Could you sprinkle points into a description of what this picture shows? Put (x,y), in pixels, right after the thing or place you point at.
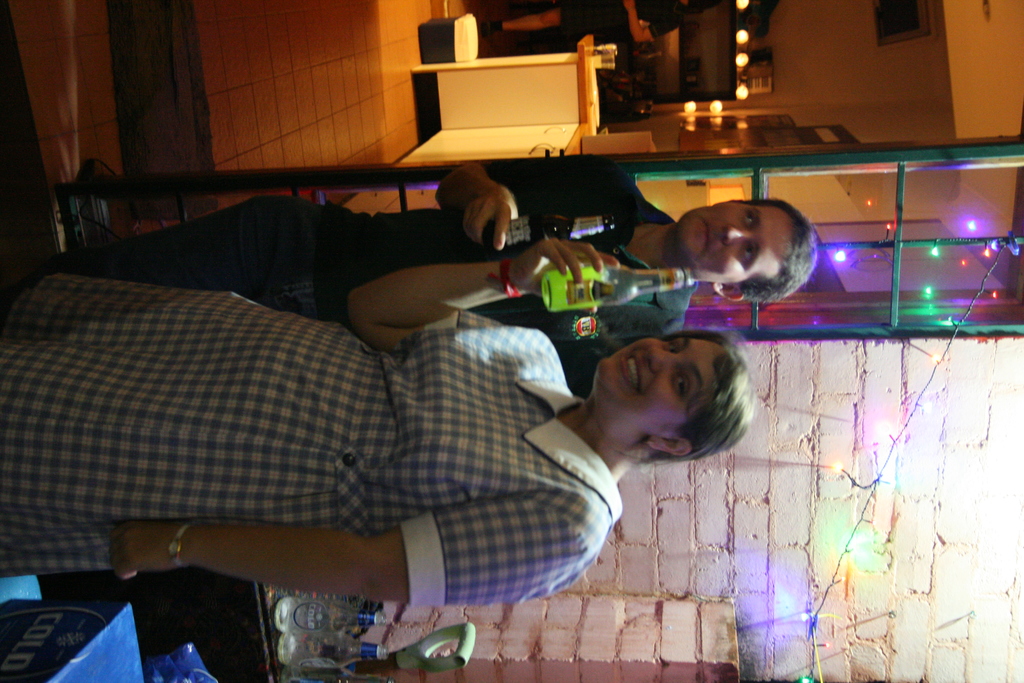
Here in this picture we can see a man (642,306) and a woman (573,419) standing over a place and we can see both of them are holding bottles (611,285) in their hands (501,216) and the woman (607,418) is smiling and the man (564,361) is leaning on the pole (678,164) and behind them we can see cupboards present and we can see colorful lights (835,264) present and on the counter top (586,99) we can see glasses (606,65) present and beside them we can see bottles (333,643) present on the table (262,648) over there.
